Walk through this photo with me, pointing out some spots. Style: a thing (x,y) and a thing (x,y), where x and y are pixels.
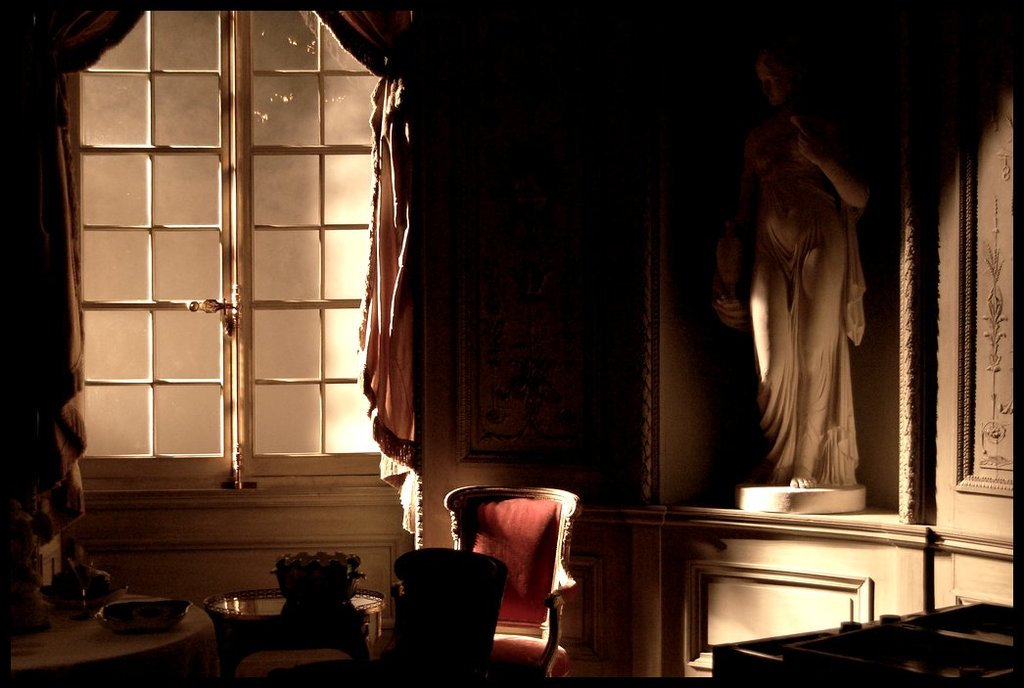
In this picture we can see chairs (431,613), tables (292,622), bowls (309,599), statue (792,103), window (358,279), curtains (54,107) and some objects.
